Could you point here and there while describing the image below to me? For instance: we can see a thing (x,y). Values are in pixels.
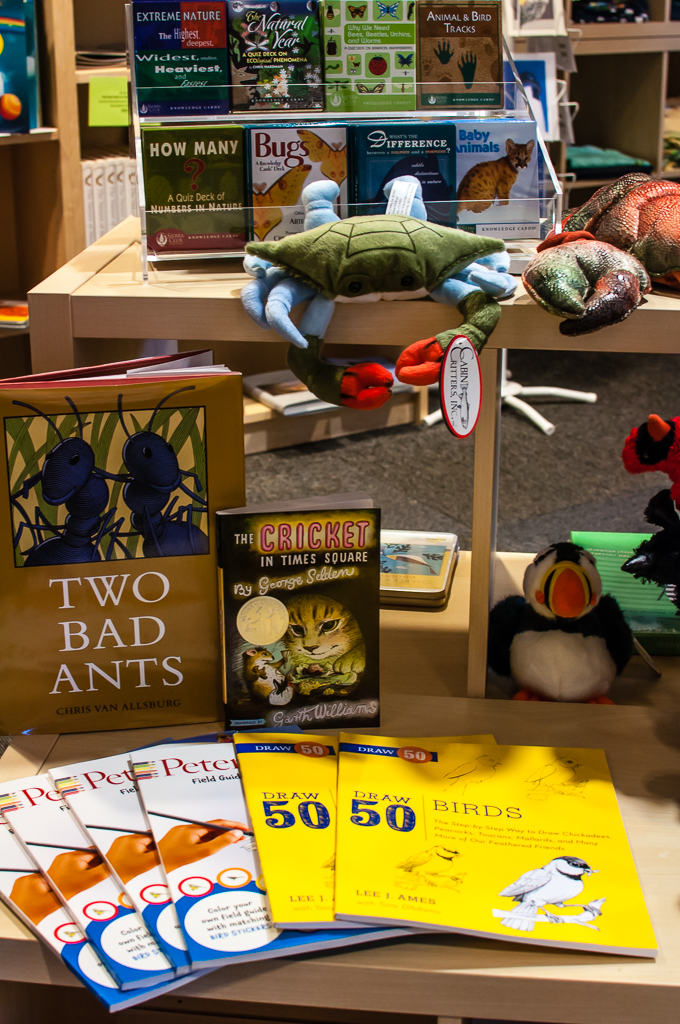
This is the wooden table (633,766). I can see books (329,829), toys (419,253) and few other things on it. I think this is the price tag (462,369), which is attached to the toy (500,289). In the background (597,70), I can see the racks (597,39) with books (99,163) and few other things (572,149).
